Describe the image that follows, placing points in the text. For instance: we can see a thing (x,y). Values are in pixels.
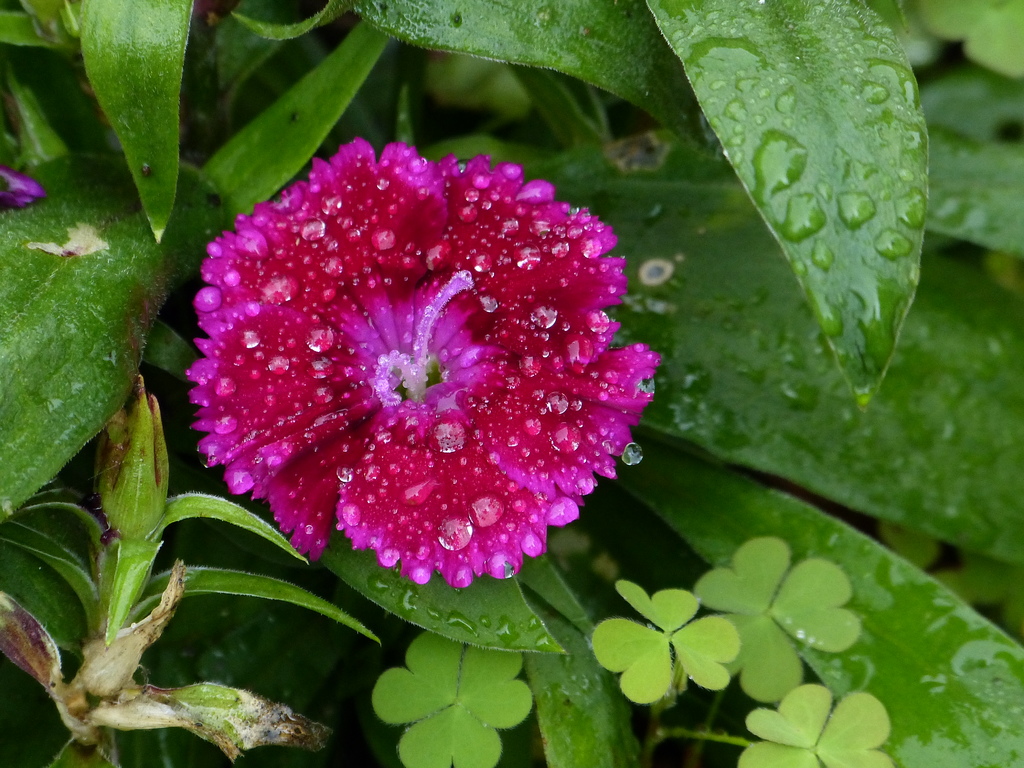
In the picture there is a pink flower (413,385) to a plant (330,519) and around the flower (467,490) there are very long leaves (813,261).
